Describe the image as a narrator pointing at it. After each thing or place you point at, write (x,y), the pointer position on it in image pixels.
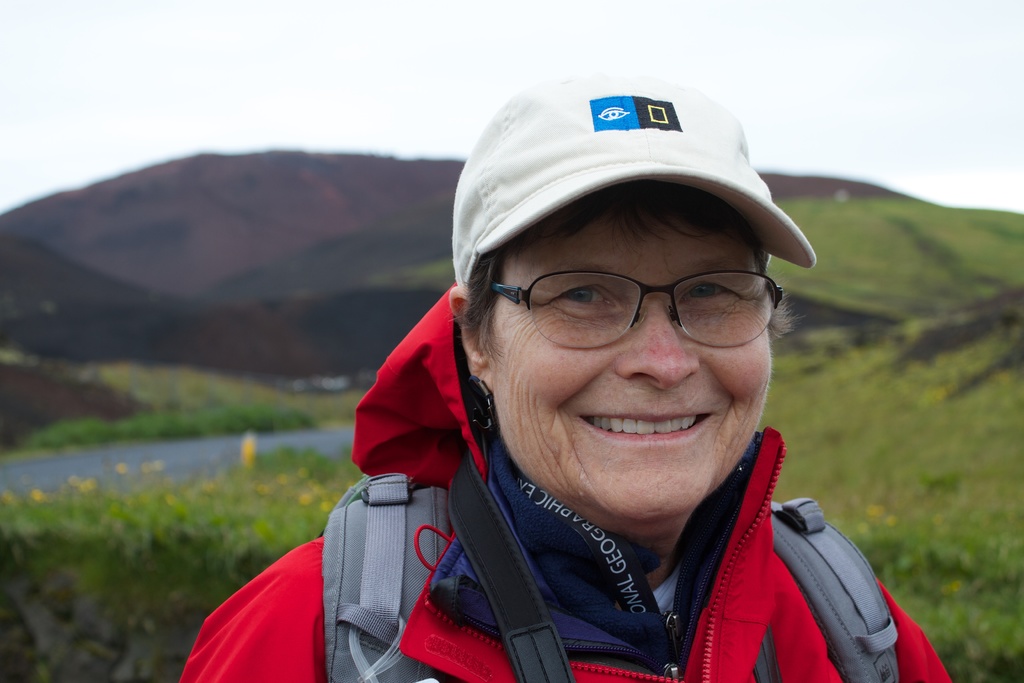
In this picture there is a woman (567,593) wearing red dress (734,652), backpack (389,573) and a cap (531,205) and there is greenery (903,461) behind her and there are mountains (179,201) in the background (148,214).
